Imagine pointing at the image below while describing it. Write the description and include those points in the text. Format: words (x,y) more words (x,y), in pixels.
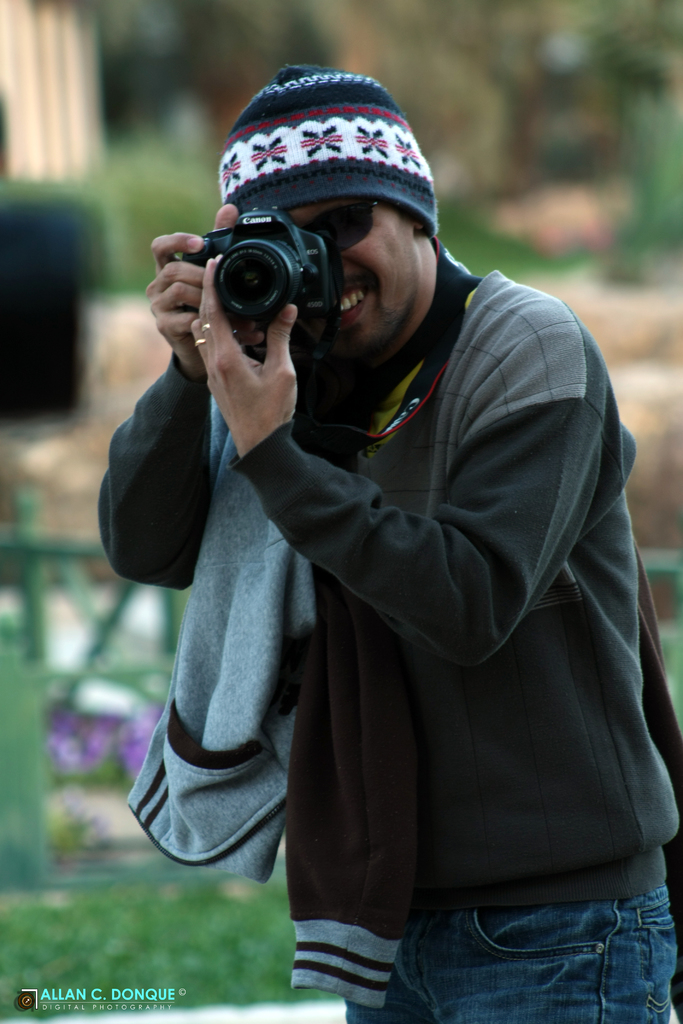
Background (436,85) is blurry. Here we can see one man (259,425) wearing goggles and a cap (339,175) holding a camera (238,254) in his hands (220,349) and recording.
